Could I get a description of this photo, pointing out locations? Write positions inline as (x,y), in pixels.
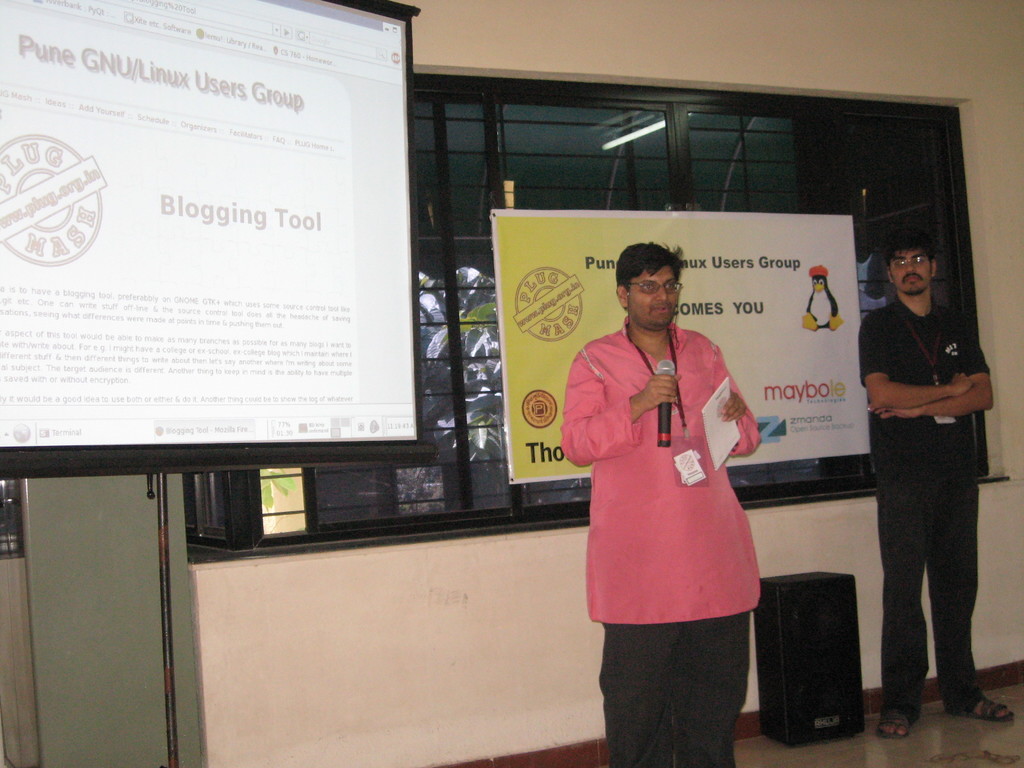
In this image I can see a person (601,476) wearing pink and black dress (644,540) is standing and holding a microphone (668,423) and a white colored object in his hands (654,385). I can see another person (892,451) wearing black dress (923,451) is standing on the floor (952,736). In the background (369,646) I can see the wall (437,650), the projection screen (251,334), the window (589,166), a banner (511,232) attached to the window (512,182) and a speaker (795,621).
